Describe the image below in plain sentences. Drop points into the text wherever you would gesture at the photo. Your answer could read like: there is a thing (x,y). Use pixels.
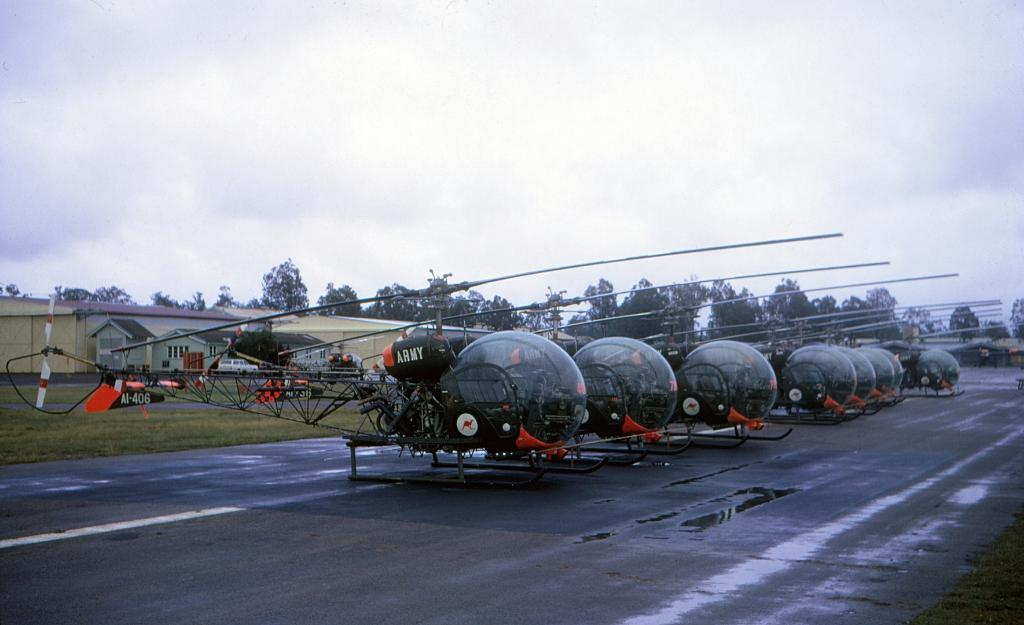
In this image, we can see helicopters (855,391) on the runway (959,515). Background (24,351) we can see houses (26,330), trees (248,347), vehicles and sky (638,151).
